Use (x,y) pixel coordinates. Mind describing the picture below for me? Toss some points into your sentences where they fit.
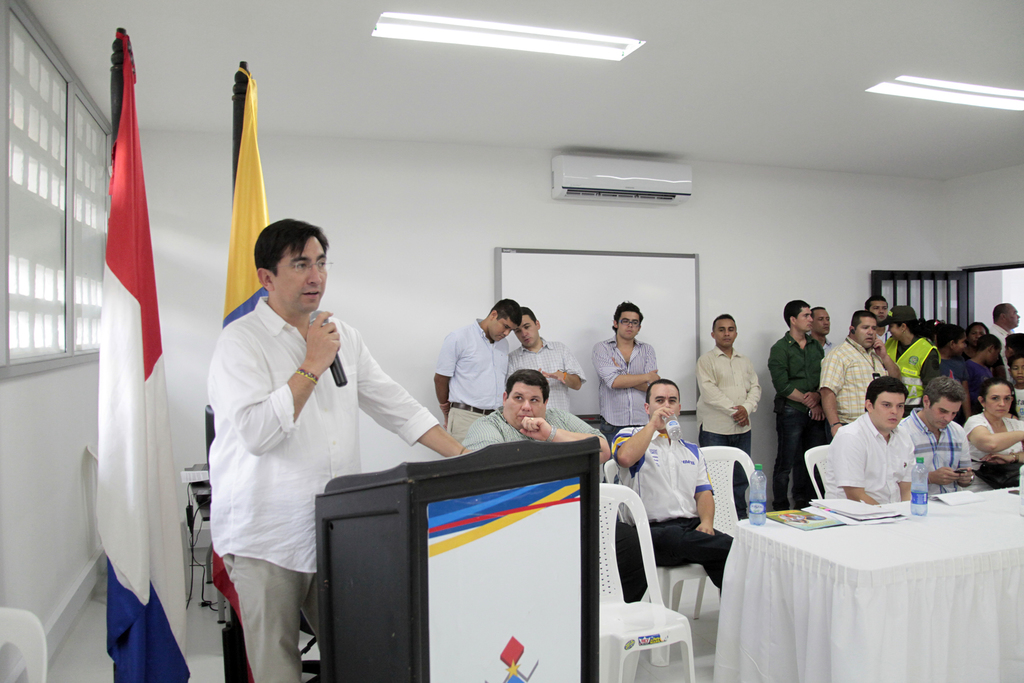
The image is taken in the room (416,259). On the left side of the image (279,446) there is a man (279,446) standing, he is holding a mic (332,353) in his hand (320,350). There is a podium (397,552) before him. In the center of the room (636,341) there are people (893,428) sitting on the chairs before them there is a table (884,557). In the background (469,353) there are many people (619,354) standing. There are flags (239,247).
